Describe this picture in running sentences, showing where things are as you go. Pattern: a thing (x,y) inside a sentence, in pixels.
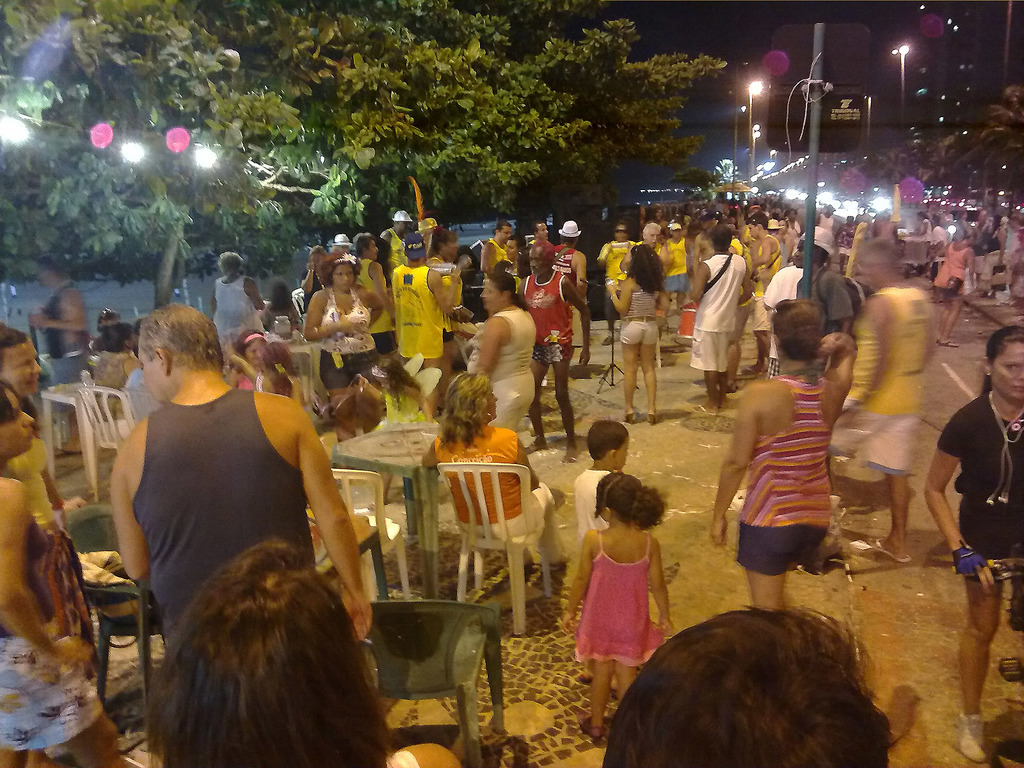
This image is taken during the night time. In this image we can see the light poles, lights (139,162), trees (467,123) and also many people (817,328). We can see some people (892,282) standing and a few (491,499) are sitting on the chairs (483,514). Image also consists of the tables (401,470). We can also see the road (933,395).
